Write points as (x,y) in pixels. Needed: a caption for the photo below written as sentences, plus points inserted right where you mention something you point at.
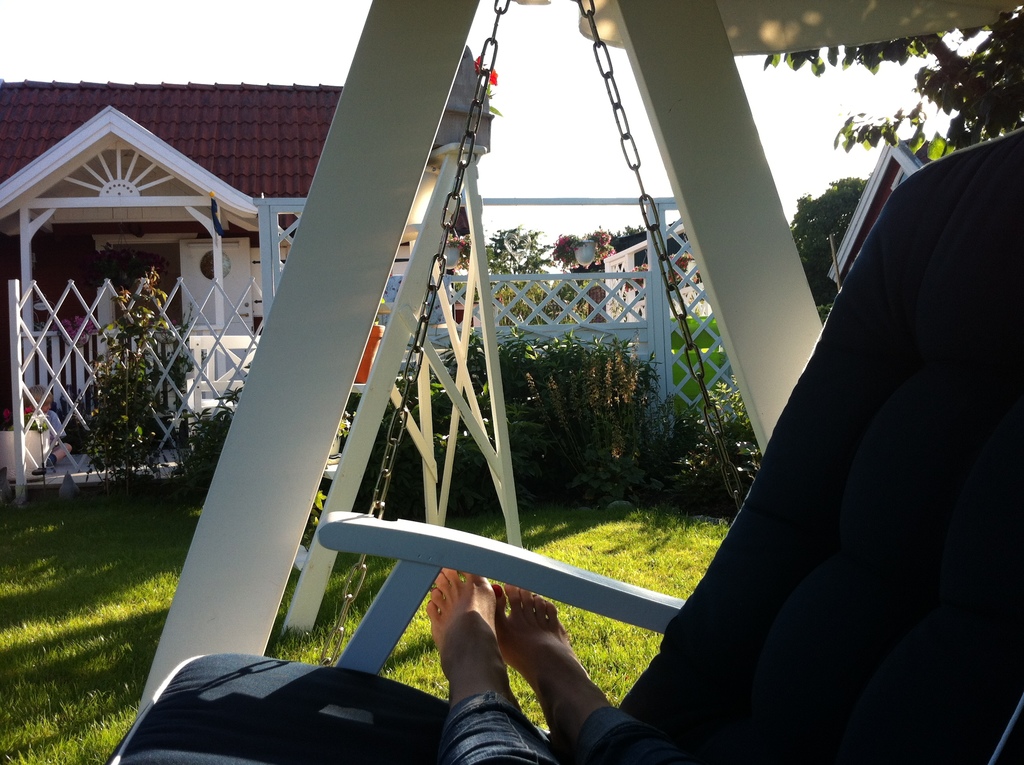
In the image there are legs (518,656) of a person (552,700) visible in the foreground (445,687), it looks like the person (477,678) is on the swinging chair (789,528), around that area there is grass (23,540), plants (121,439) and behind the plants (106,387) there is a house (23,228).
